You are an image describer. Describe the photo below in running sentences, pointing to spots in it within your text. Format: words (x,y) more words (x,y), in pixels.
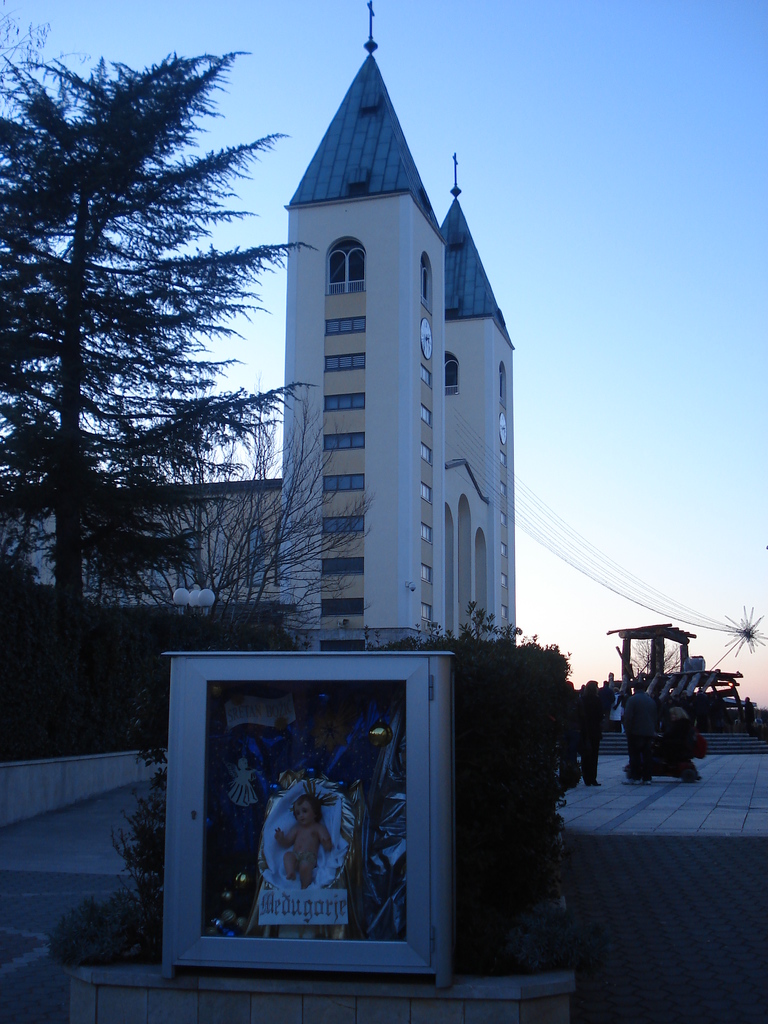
In the center of the image (412,678) there is a box (381,791). On the box (415,777), we can see one poster (354,821), in which we can see one baby (310,831) and we can see something written on it. In the background (388,339), we can see the sky (517,256), buildings (486,429), trees (4,529), poles (665,692), few people (666,733) are standing, staircase (728,745) etc.
